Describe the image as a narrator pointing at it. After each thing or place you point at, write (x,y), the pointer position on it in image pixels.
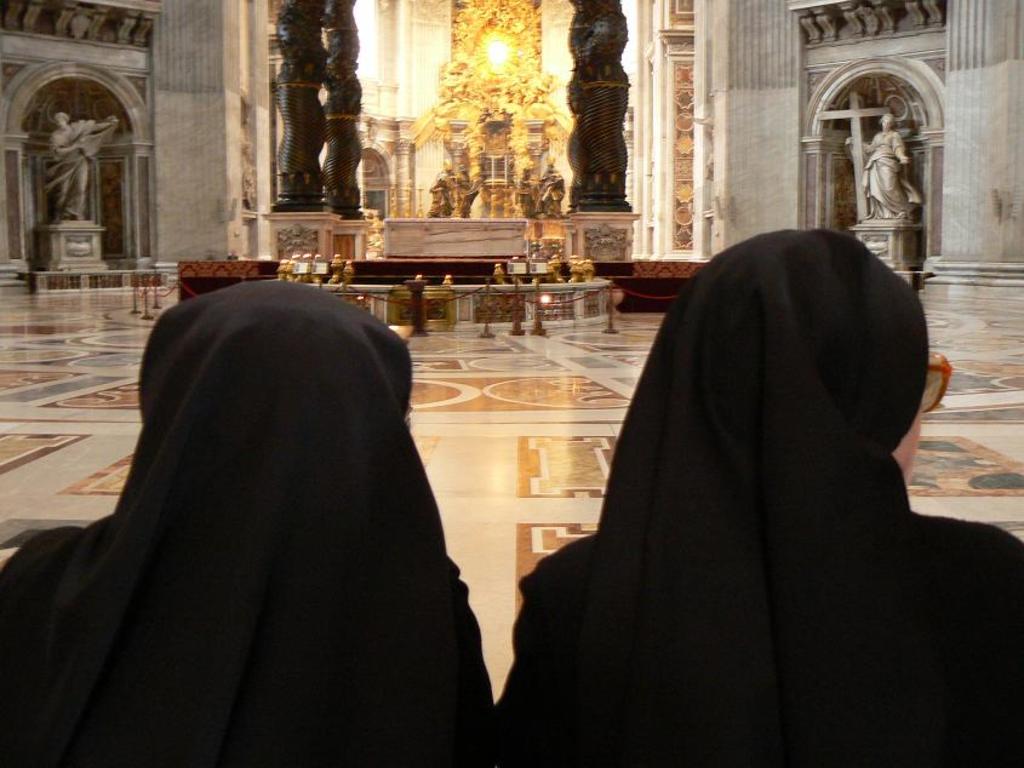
In this picture we can see two women (709,408), in the background (598,84) we can find few statues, metal rods (484,330) and a light (499,42).
